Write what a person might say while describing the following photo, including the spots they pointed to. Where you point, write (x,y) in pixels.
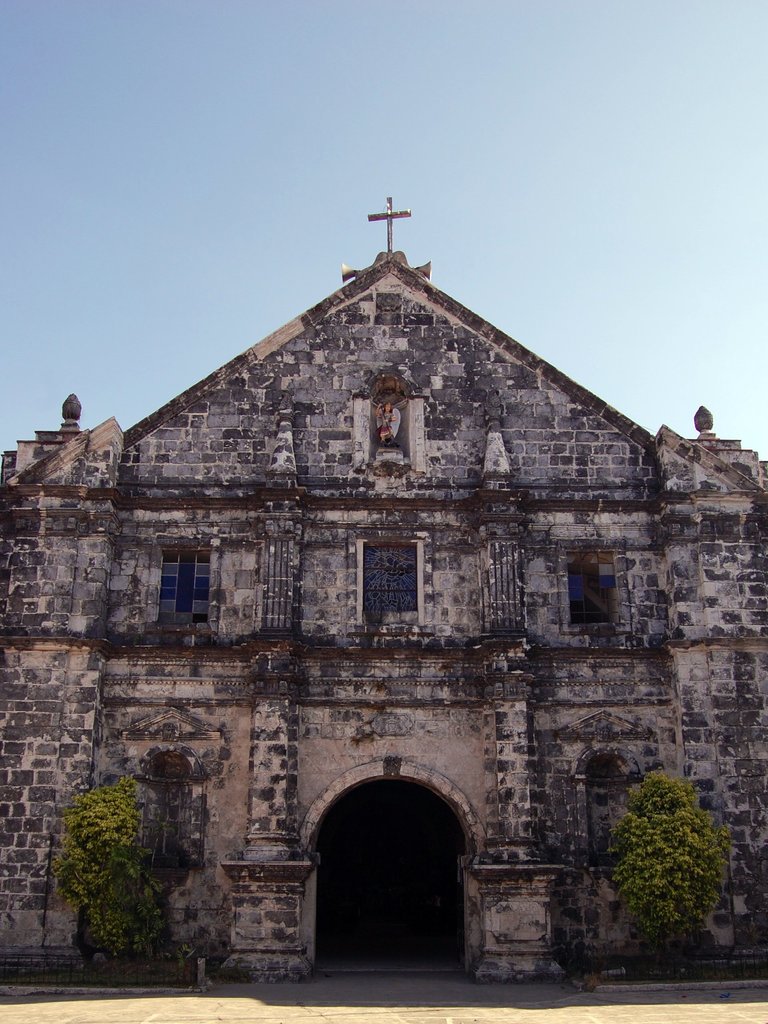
In this image we can see a church (555,719). At the bottom (659,868) there are trees (686,896). In the background (503,222) there is sky (214,190).
